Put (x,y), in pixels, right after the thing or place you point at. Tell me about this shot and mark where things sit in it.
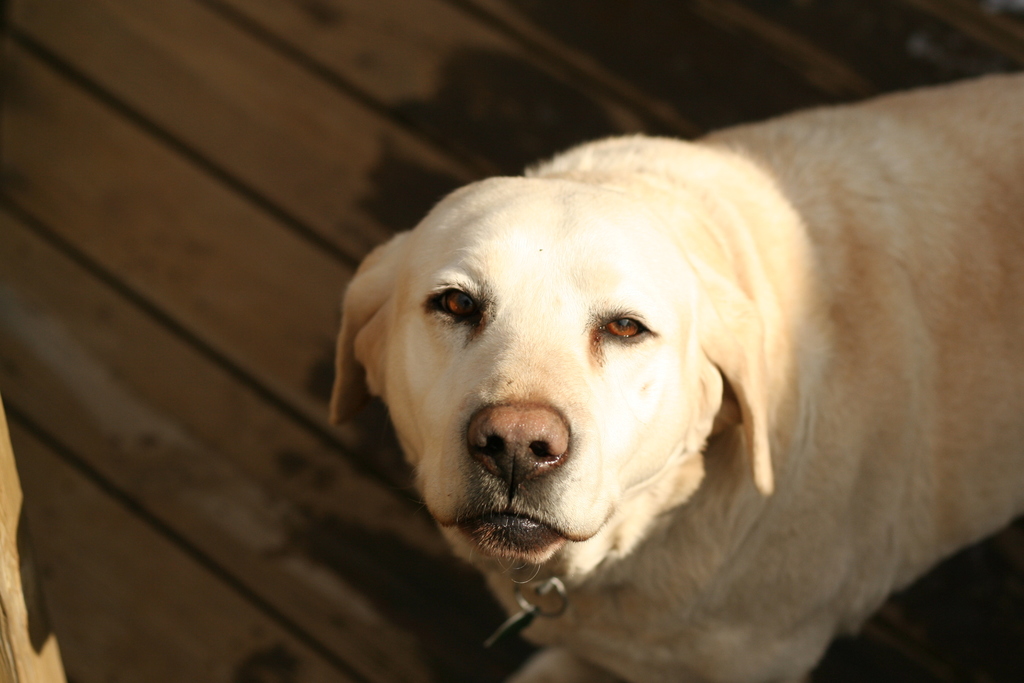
There is a white color dog (607,468) is on the wooden floor (320,482) as we can see in the middle of this image (365,437).
